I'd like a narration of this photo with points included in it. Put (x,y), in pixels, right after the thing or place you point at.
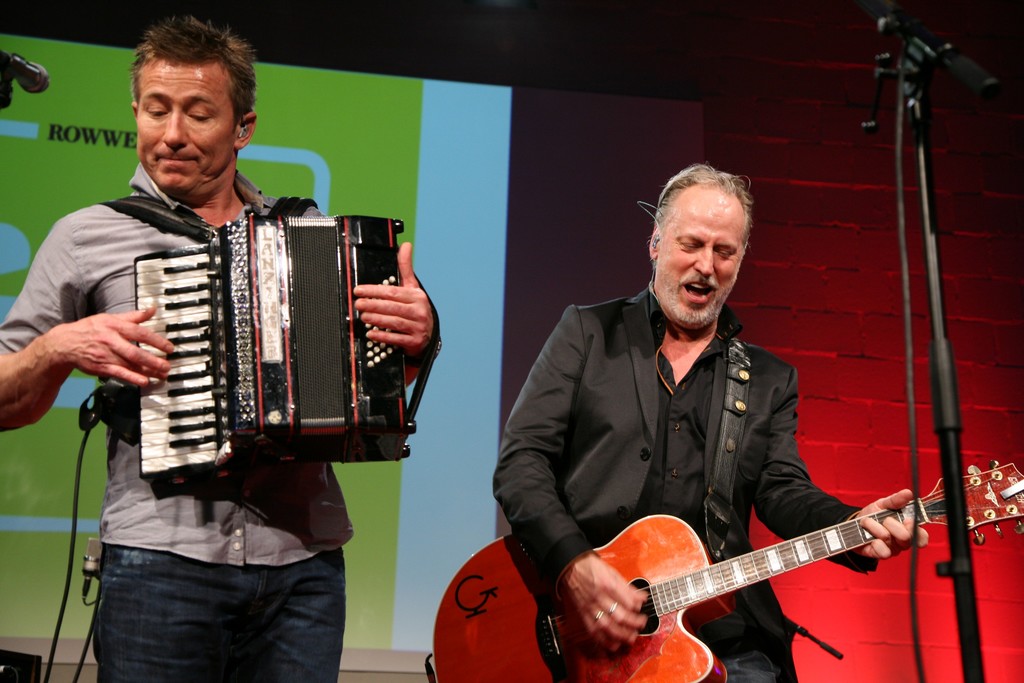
In a picture there are two men (698,508) and at the right corner of the picture (697,505) the person (658,479) is wearing a black dress (776,440) and playing a guitar (671,572) and in the left corner of the picture (167,527) the person (216,538) is wearing a grey shirt (189,540) and jeans (175,601) and holding a musical instrument (154,444), behind them there is a big screen (288,142) and in front of them there are microphones (8,68).
